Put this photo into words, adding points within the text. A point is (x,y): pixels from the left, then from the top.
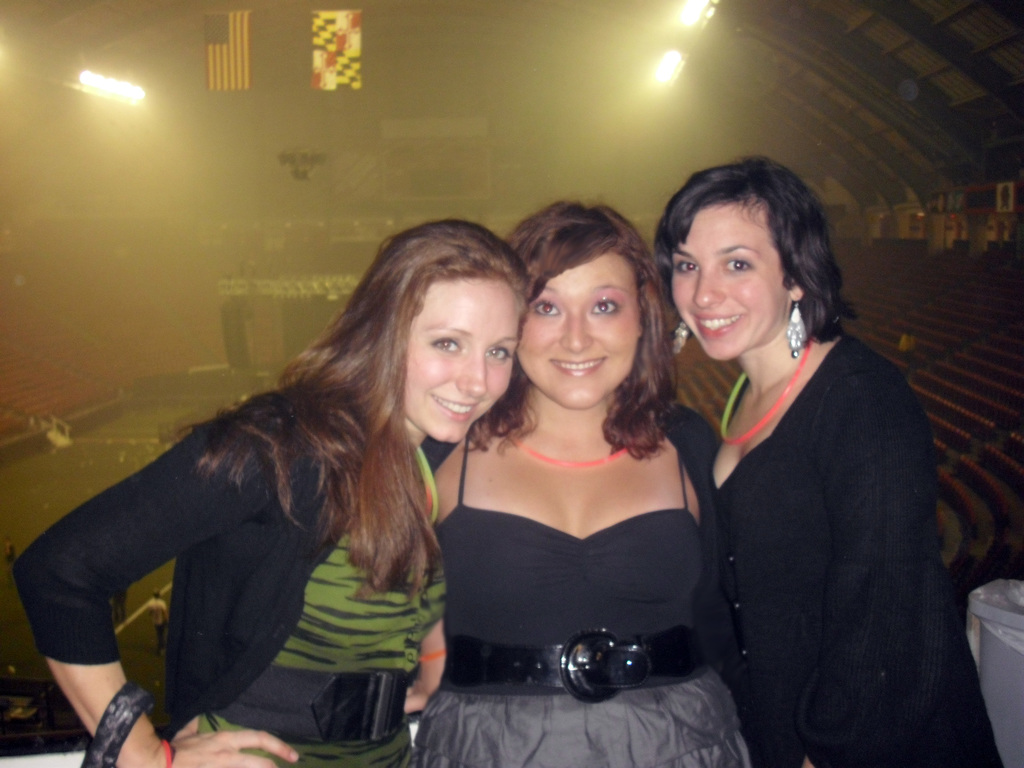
In this image I can see three women (528,574) wearing black and green colored dresses (522,596) are standing and smiling. In the background (947,346) I can see number of chairs (944,379) in the stadium (917,308), the ceiling (627,70) of the stadium (604,91), few lights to the ceiling (636,51), two flags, the ground (123,424) and a person (154,631) is standing on the ground (164,574).
